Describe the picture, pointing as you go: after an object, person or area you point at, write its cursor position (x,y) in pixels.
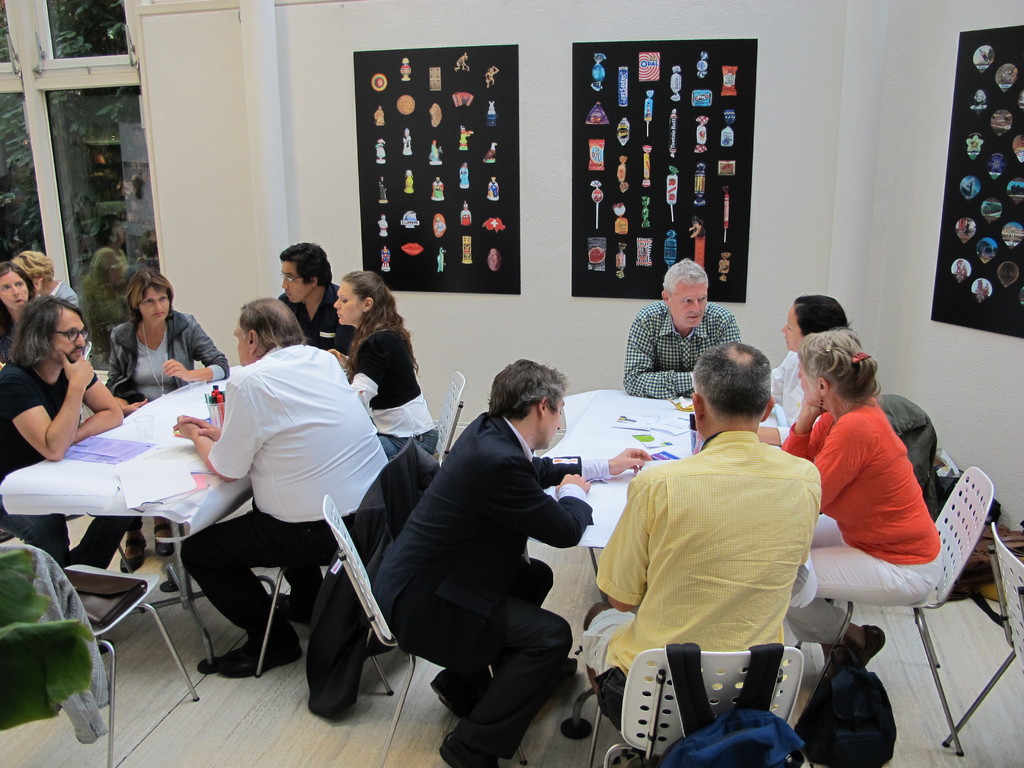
In this image we can see persons (697,266) sitting on the chairs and tables (179,399) are placed in front of them. On the tables (142,409) we can see papers (112,444) and stationery (214,420). In the background (534,152) there are windows (124,86), walls (241,85) and charts (417,135) pasted on the walls (816,191). In the foreground (153,709) we can see bags (829,692) and floor (264,699).
